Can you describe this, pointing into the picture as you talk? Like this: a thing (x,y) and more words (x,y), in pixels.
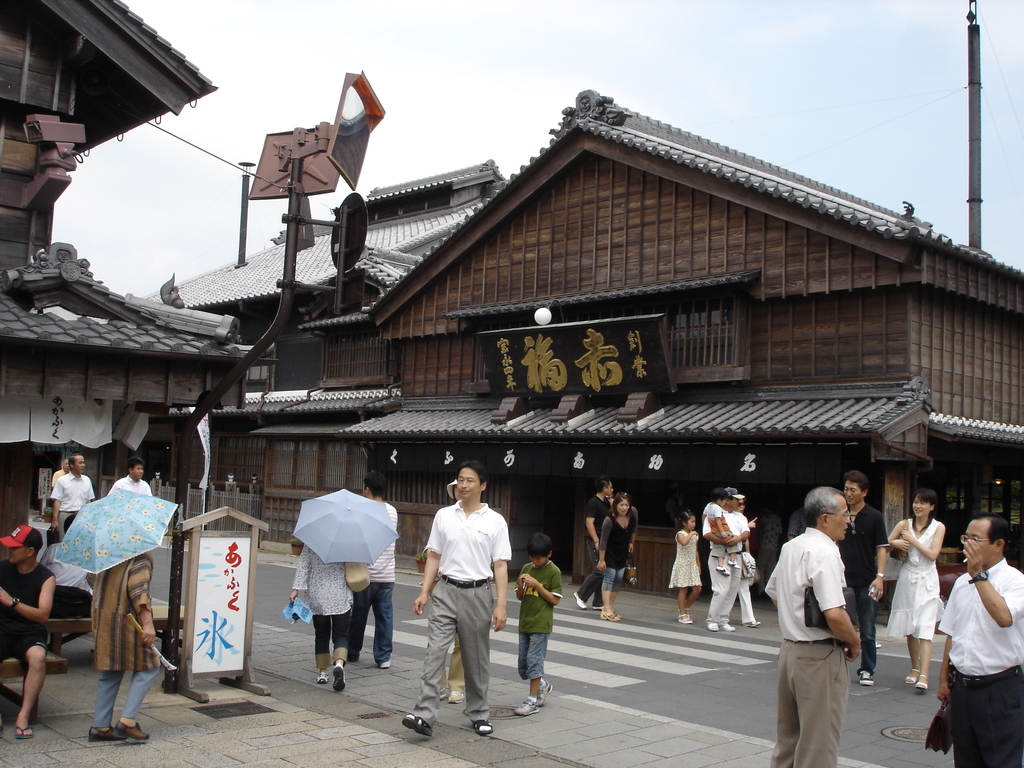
In this picture we can observe some people (615,601) walking on the road (725,636). There are two members (119,605) holding umbrellas (330,530) in their hands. We can observe buildings (102,327) in this picture. In the background (646,100) there is a sky (445,60) with some clouds (474,79).
